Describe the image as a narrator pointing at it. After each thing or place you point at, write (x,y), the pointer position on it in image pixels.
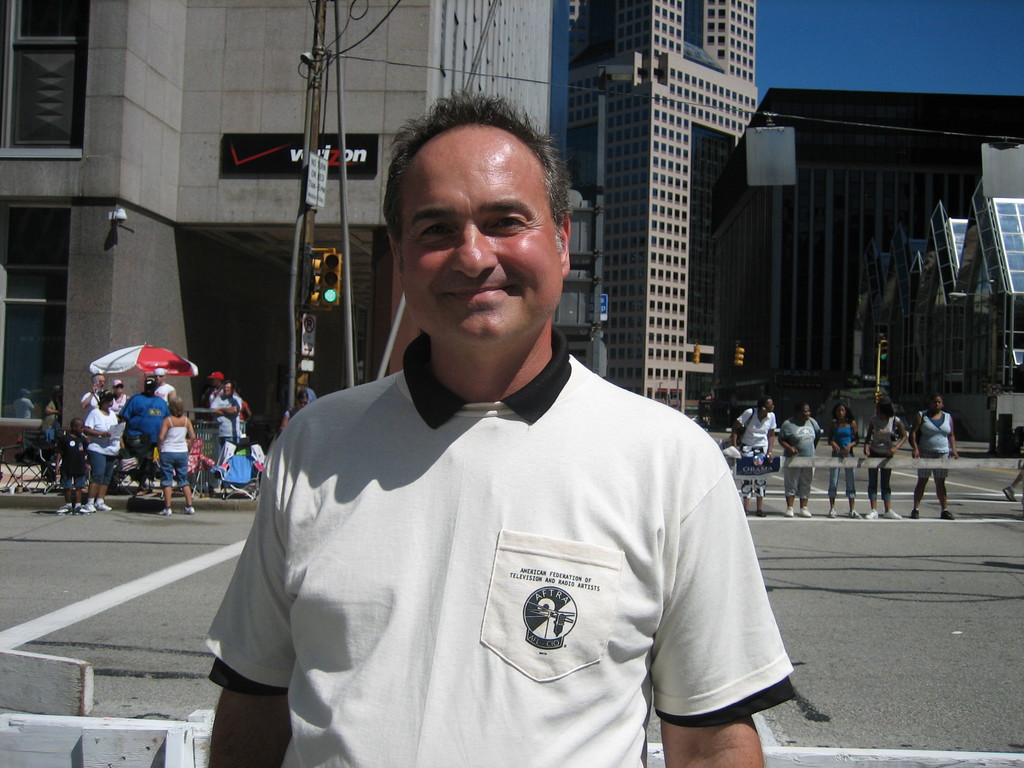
In this image, there are a few people (696,634) and buildings (676,212). We can see the ground (999,724) with some objects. We can also see an umbrella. We can see some poles (303,168) with wires (939,132). We can also see some traffic lights (323,303) and boards (286,139) with text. We can also see some glass panels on the right (1015,255). We can see the sky (896,40) and some white colored objects (89,684) at the bottom (120,741).
